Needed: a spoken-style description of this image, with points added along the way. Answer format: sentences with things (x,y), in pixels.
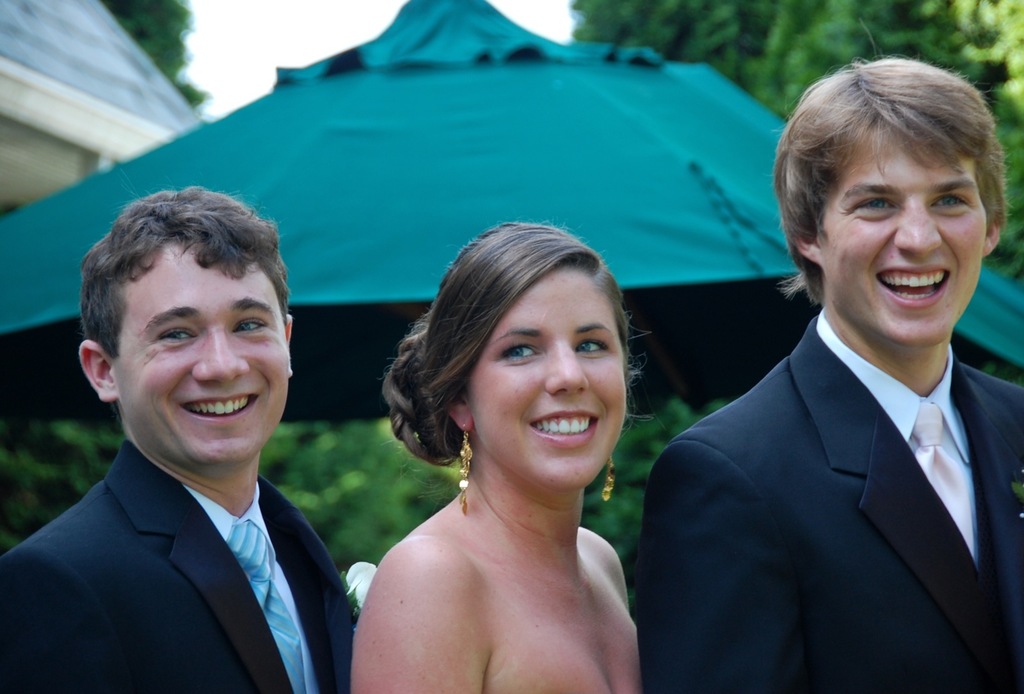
In this picture we can see a lady (549,446) and two mans (959,482) are standing. In the background of the image (427,216) we can see trees (847,51), tent (288,189), house (90,114) are there. At the top of the image (294,32) there is a sky (286,43).
